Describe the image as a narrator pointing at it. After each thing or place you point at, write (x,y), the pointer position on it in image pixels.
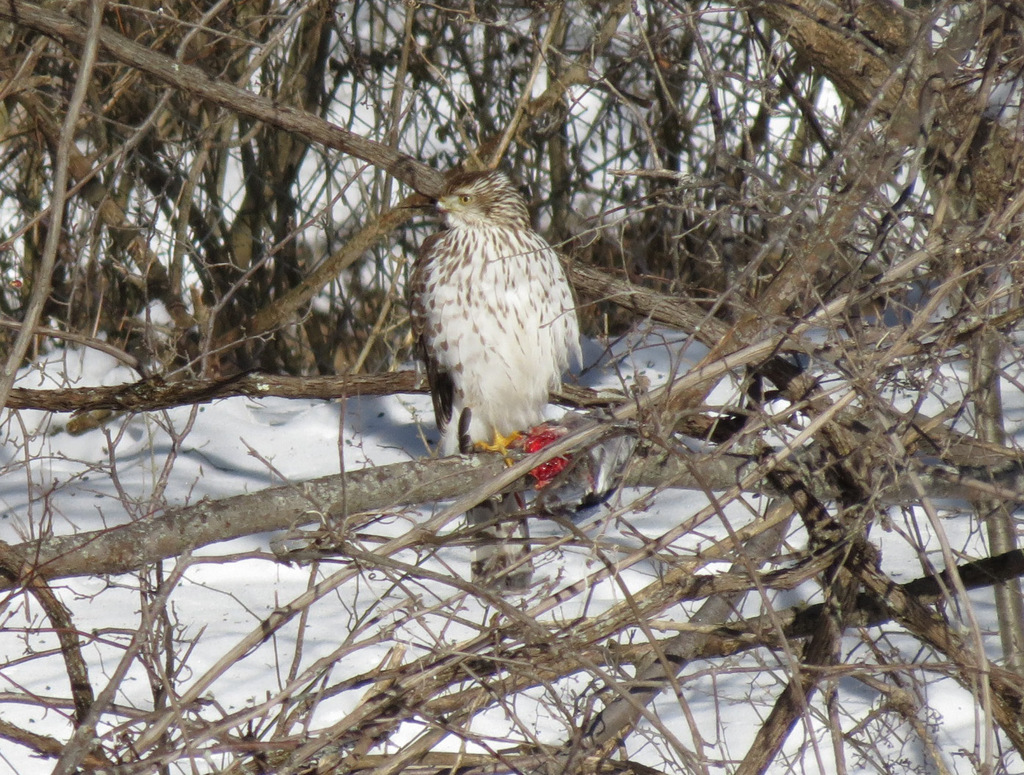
In this picture, in the middle (495,385), we can see a bird (481,559) standing on the tree stem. In the background (336,446), we can see an ice (481,32) which is in white color.
